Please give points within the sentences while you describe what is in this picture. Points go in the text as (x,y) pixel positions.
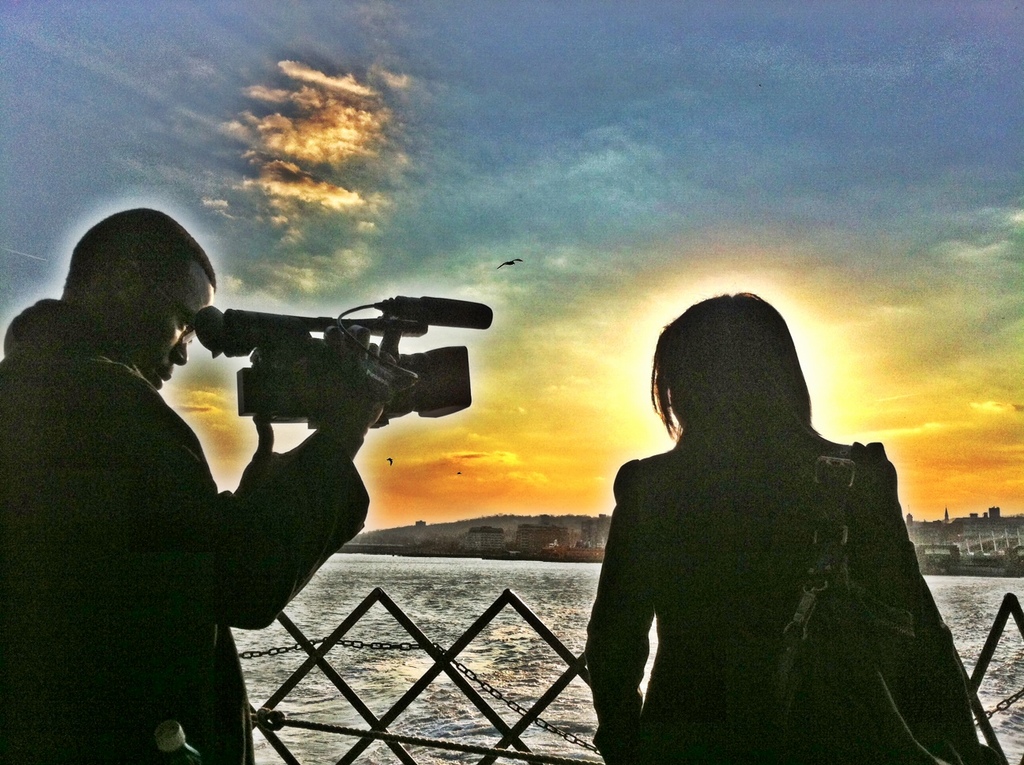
In the image we can see there are people (61,514) standing and in front of them there is water (552,580). A man (25,501) is holding video camera (296,402) in his hand (381,347) and a woman (830,578) is carrying bag (812,700). There are birds (501,265) flying in the sky (470,340).
